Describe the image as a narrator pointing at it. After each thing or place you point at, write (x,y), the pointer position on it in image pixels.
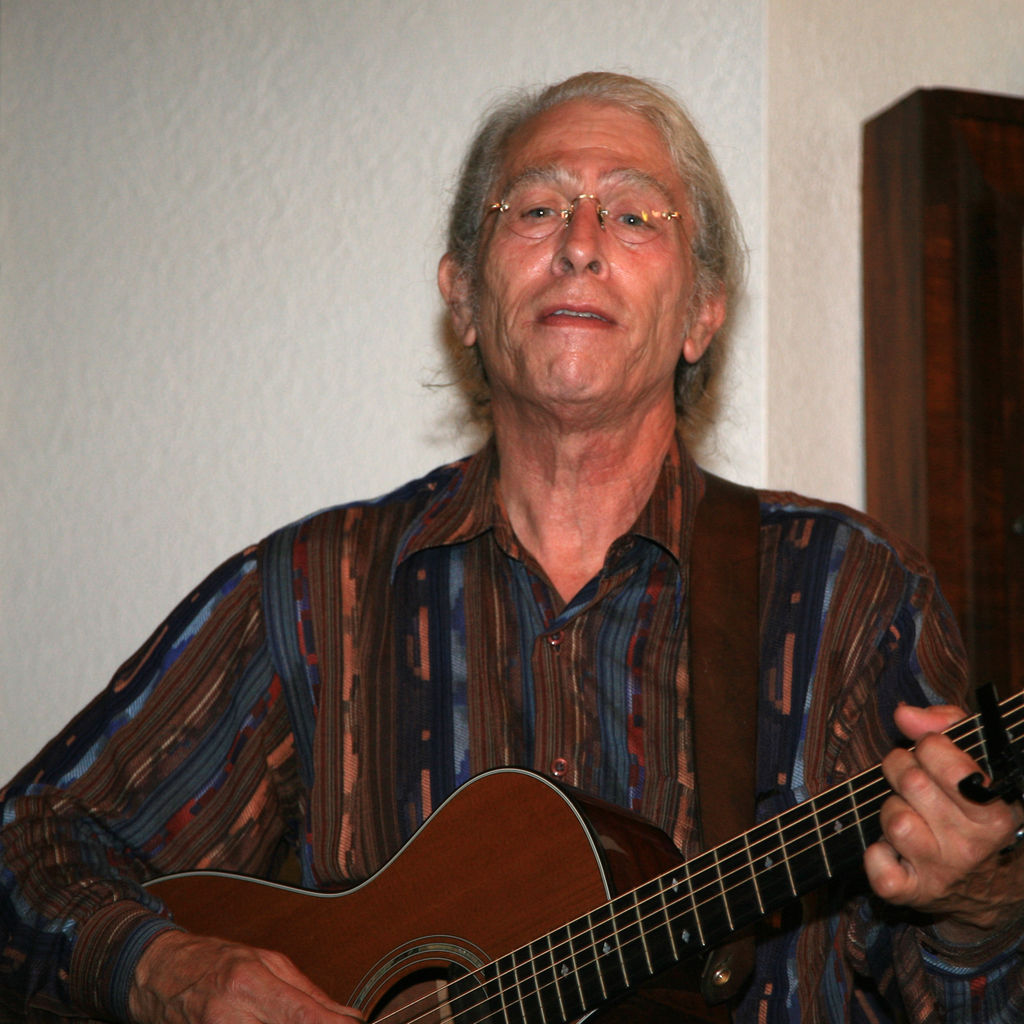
Man (549,520) in the picture is holding guitar (700,976) in his hands (867,851) and playing it and he is even wearing spectacles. Behind him, we see a white wall (393,157) and on the right corner of the picture (908,264), we see brown cupboard (910,455).
